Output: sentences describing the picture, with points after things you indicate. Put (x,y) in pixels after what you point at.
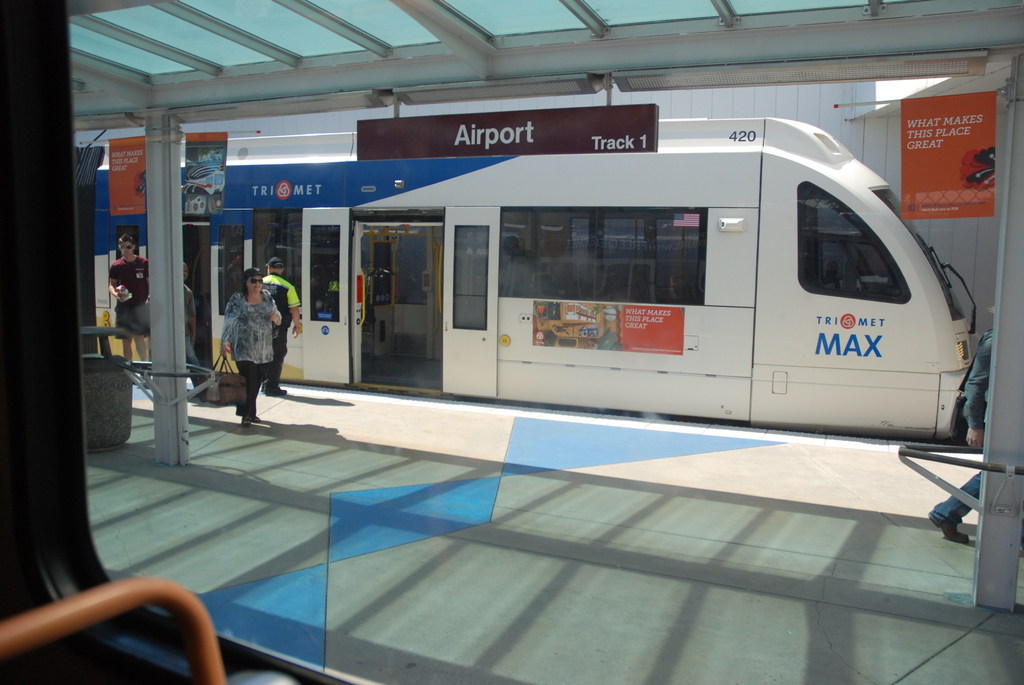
This picture might be taken inside a train (9,91). In this image, on the left corner (211,634), we can see a metal rod (58,619). On the left side (169,416), we can see a pillar (177,334) and group of people (192,342). On the right side (977,380), we can see a person (967,491) walking, pillar (988,477), metal rod (956,462). In the background (557,317), we can see a train (522,331), hoardings (541,308), buildings (898,150). On the top (487,44), we can see a roof (212,31) and a sky (885,86).
